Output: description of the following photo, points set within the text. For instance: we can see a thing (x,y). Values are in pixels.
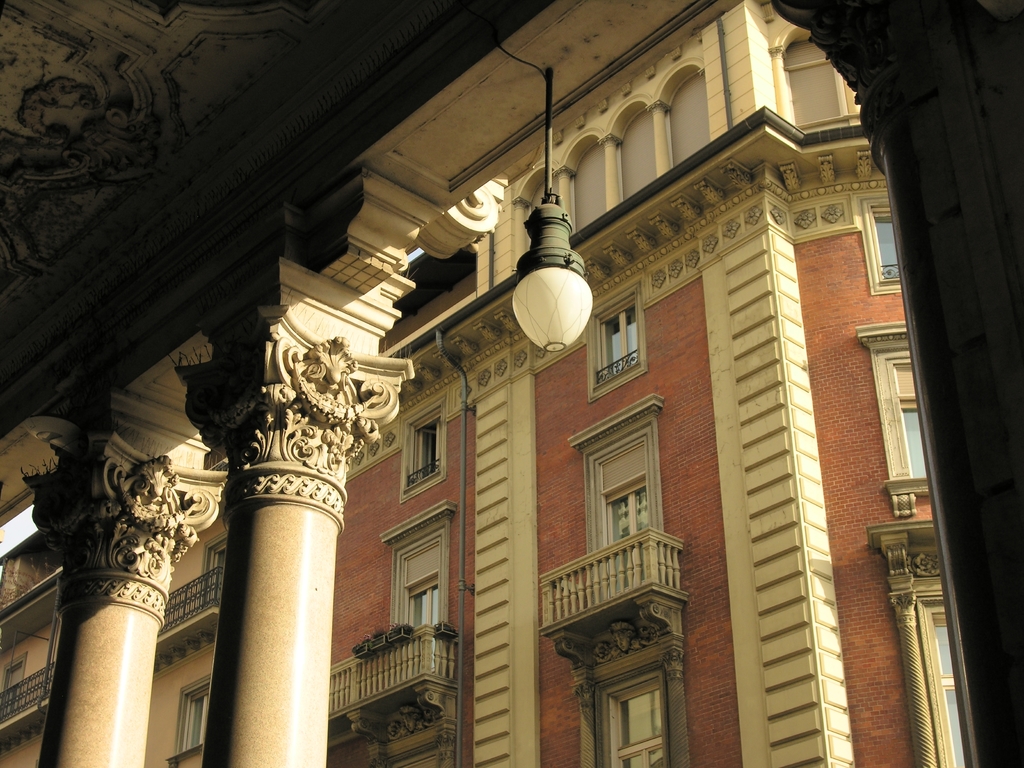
In this image we can see few buildings (604,612) and they are having few windows (602,532). There are few pillars (283,680) at the left side of the image (86,693). There is a light (569,336) in the image.
